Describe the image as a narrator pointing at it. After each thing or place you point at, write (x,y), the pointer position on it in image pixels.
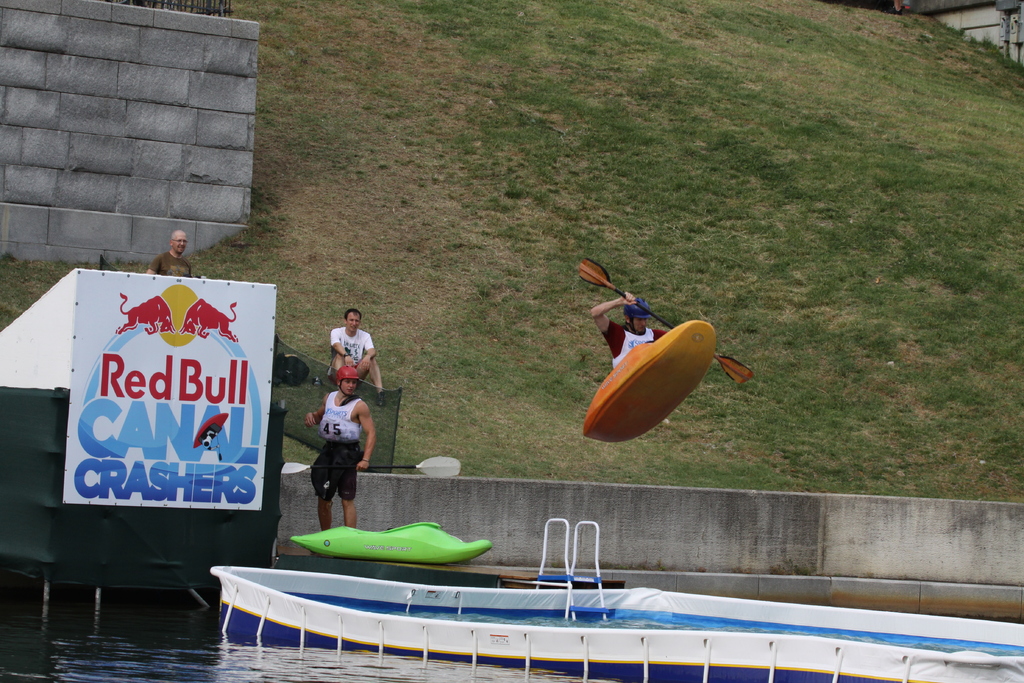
In this image I can see water (139,631) in the front (152,652). In the centre of this image (640,320) I can see a man (643,340) and a boat (644,358) in the air. I can see he is holding a paddle (642,309). On the left side of this image (334,478) I can see one more boat (459,554), few people (333,342), a white colour board (230,286) and on it I can see something is written. In the background (513,245) I can see an open grass ground (735,205).
